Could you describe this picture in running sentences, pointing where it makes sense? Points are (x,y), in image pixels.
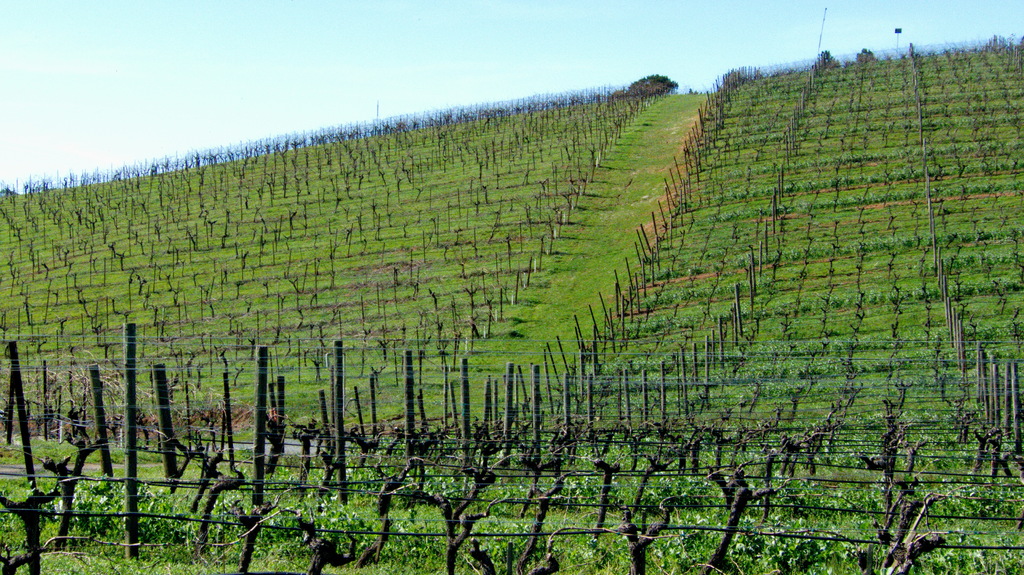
In this image at the bottom (531,482), there are plants (410,502), fence (528,505), poles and wooden sticks (452,519). In the middle (642,271) there are plants (702,294), grass (582,268), fence (634,353), trees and sky (315,93).
